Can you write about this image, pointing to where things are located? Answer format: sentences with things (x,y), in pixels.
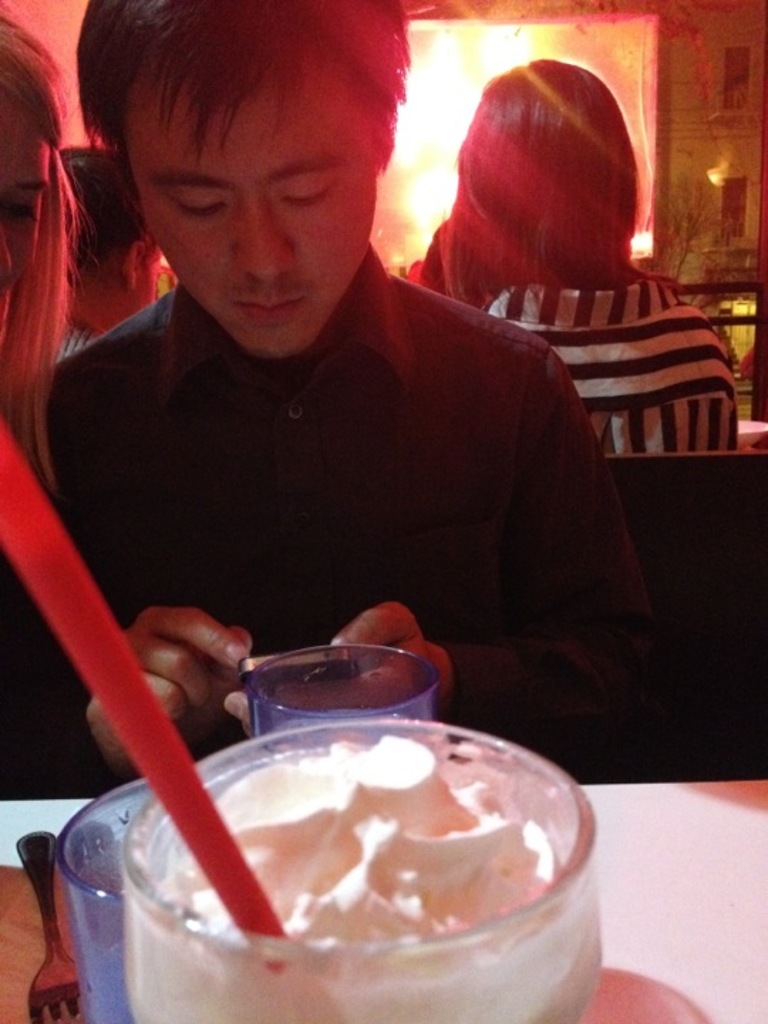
As we can see in the image there are few people (421,450) here and there sitting on chairs (763,523). In the front (720,818) there is a table (720,818). On table (760,989) there is a bowl (530,893) and fork (34,857). The person (276,465) over here is holding a mobile phone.
